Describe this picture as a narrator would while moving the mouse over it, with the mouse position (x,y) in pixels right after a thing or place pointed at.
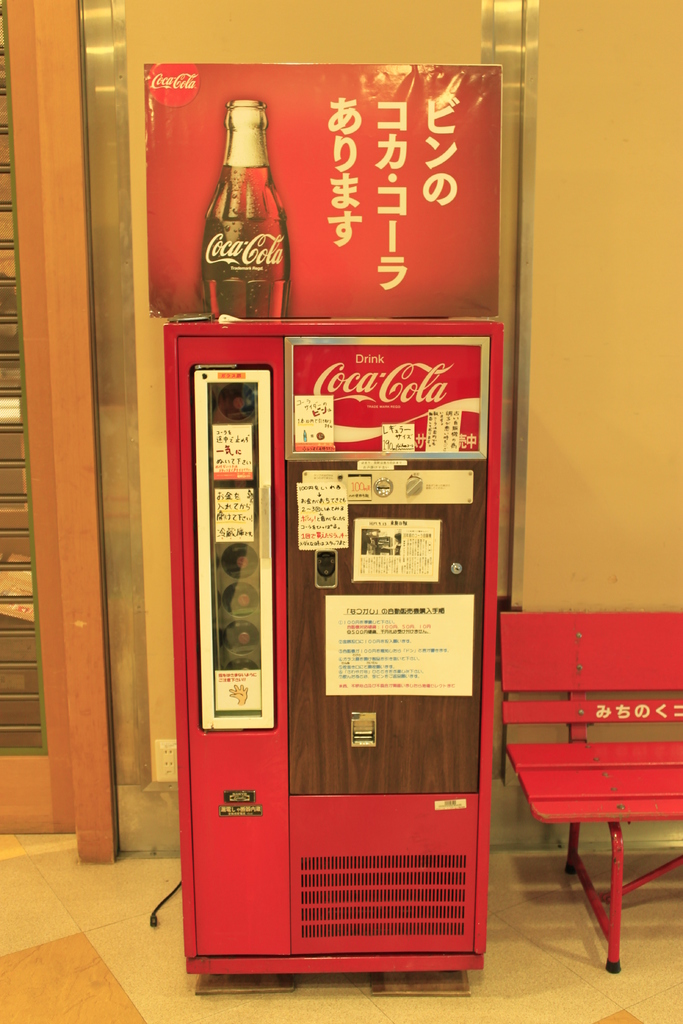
In this image we can see a red color machine (417,458), coca cola board (310,217) and also the bench (578,731). We can also see the wall (321,22), door (44,329) and also the floor (624,967).
